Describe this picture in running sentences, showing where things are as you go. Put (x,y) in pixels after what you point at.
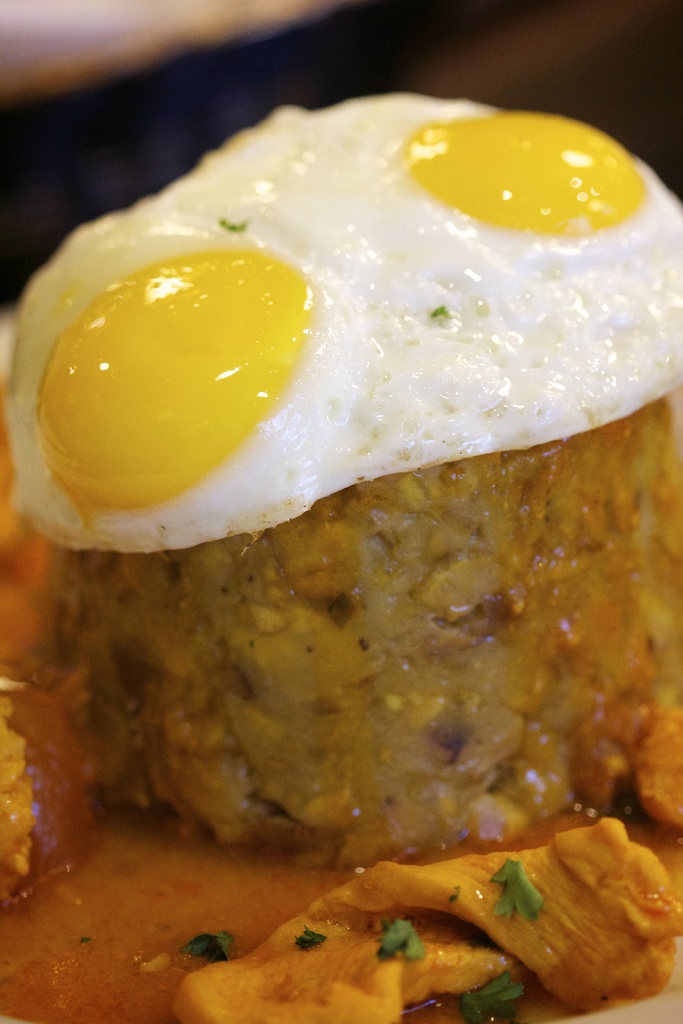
In this image we can see fried egg (336,473) and food (333,789).
